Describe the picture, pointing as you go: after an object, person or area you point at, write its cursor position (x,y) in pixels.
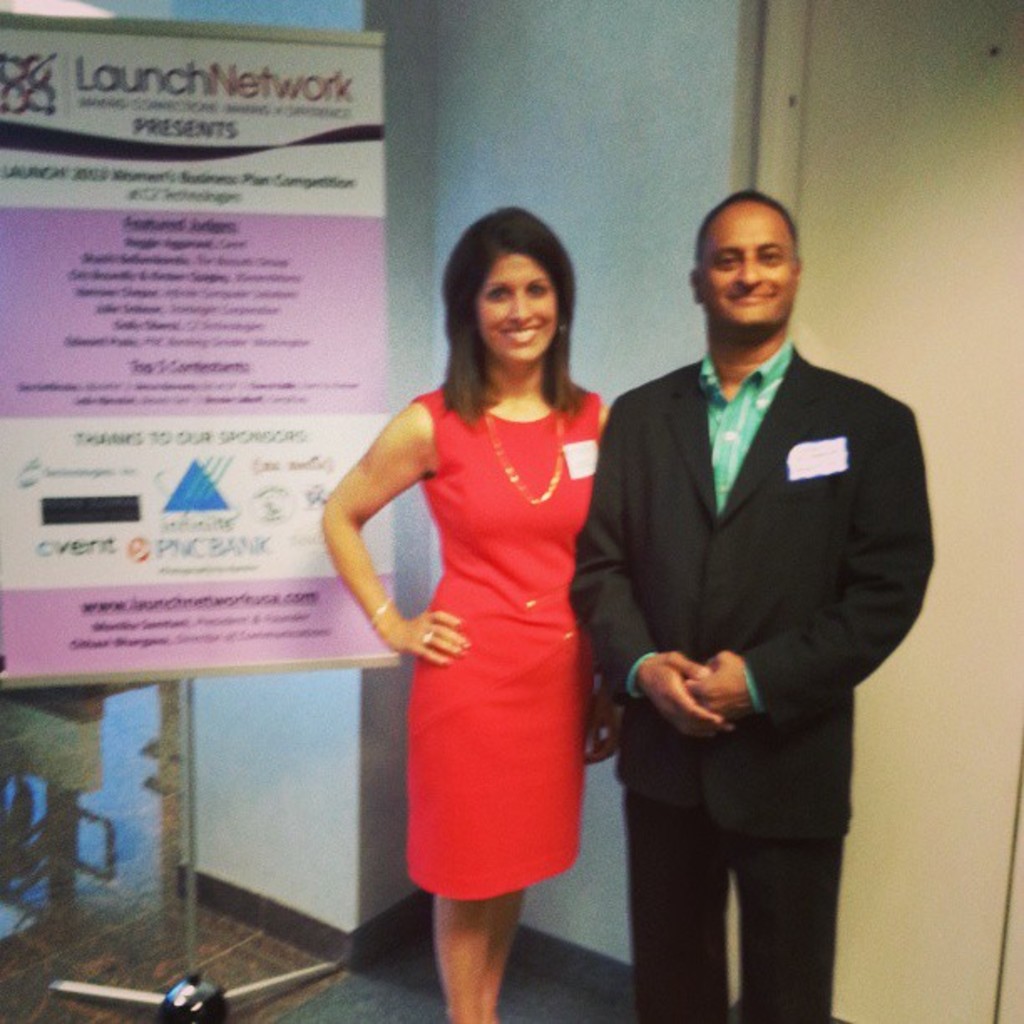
There are two members (560,529) standing here. The left side one (497,376) is woman (518,454) and the right side (707,859) one is a man (699,808). The woman (525,670) is wearing a red dress (531,611) and the man (653,576) is wearing a suit (740,601) with a badges (820,463). In the left (108,360) there is a flex (198,404) to the stand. In the background (512,195) we can observe a wall (587,85). Both the man (748,273) and woman (550,336) are smiling.
